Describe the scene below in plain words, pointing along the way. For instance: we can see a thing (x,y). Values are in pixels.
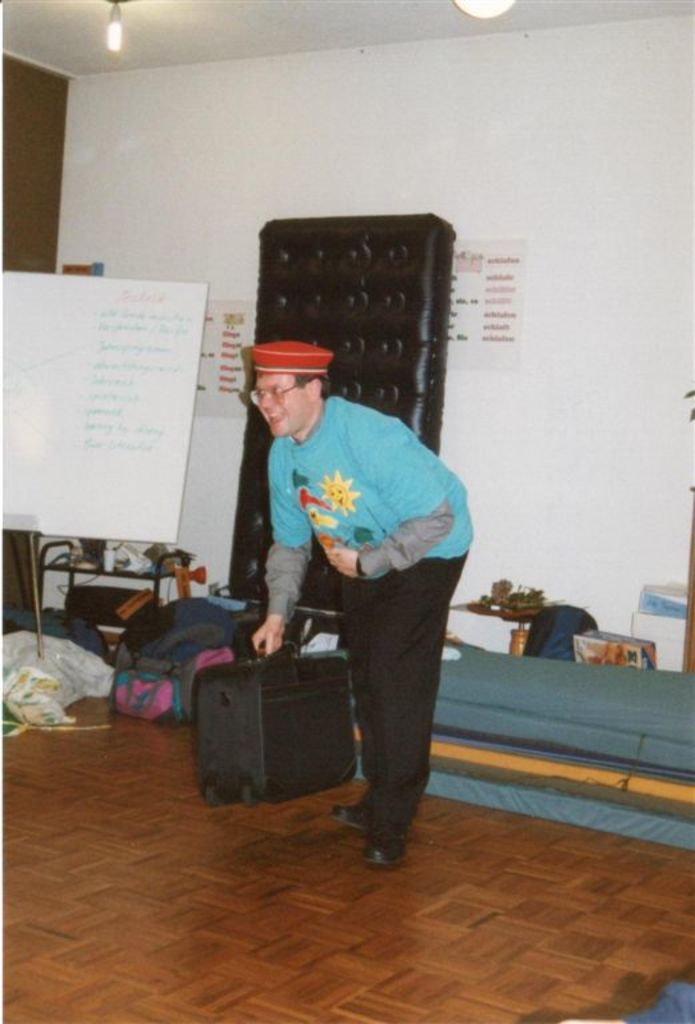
a person (336,546) is wearing a blue t shirt (378,517) and black pant (391,673), holding briefcase (255,719) in his hand (269,635). to his left there is a whiteboard (83,440). behind that there is white wall (585,390) on which there are notes (460,317).
